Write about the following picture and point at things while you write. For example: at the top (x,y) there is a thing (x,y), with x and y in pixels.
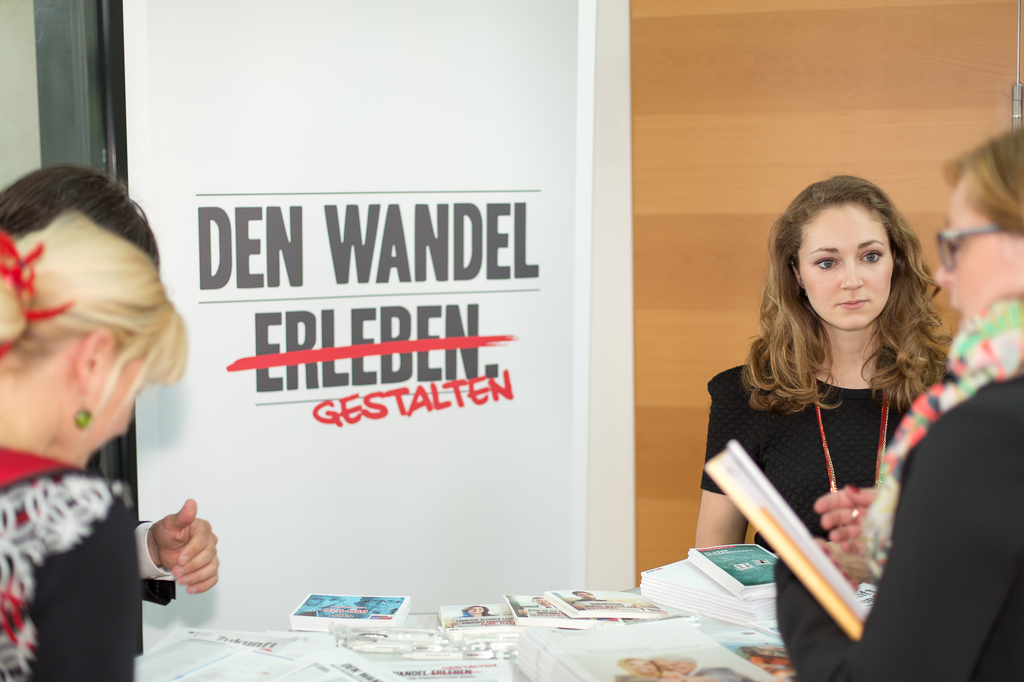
In this image, there is a printed text (377,229) on the wall (435,499) and there are four people (975,476) and there is a person (998,517) at the right corner (918,618) who is reading a book (799,570) and there is a table (616,630) where there are number of books (580,621) which are placed on the table (757,619).
